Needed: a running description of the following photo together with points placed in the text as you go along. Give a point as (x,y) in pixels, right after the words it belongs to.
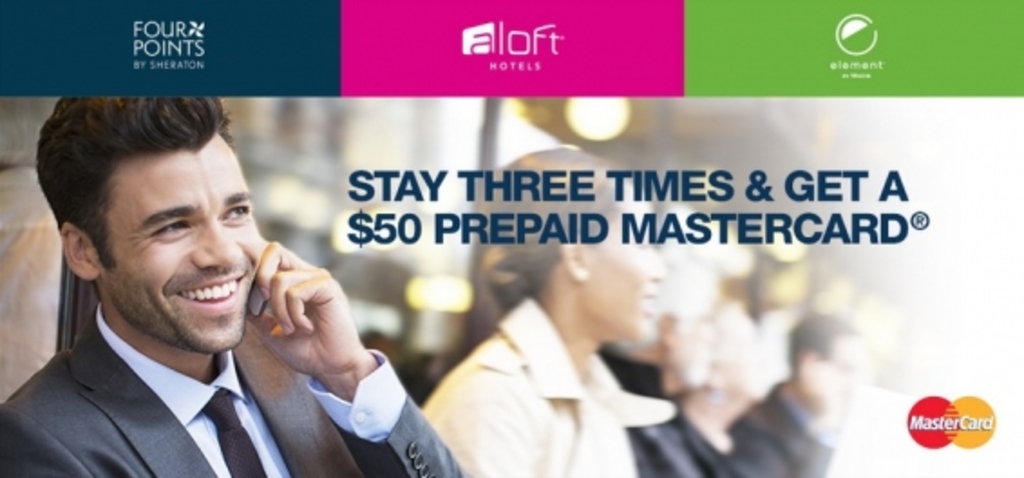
On the left side of the image (227,397) we can see a man (202,363) smiling and holding a mobile (259,309) in his hand (277,310), next to him there are people (609,390).
